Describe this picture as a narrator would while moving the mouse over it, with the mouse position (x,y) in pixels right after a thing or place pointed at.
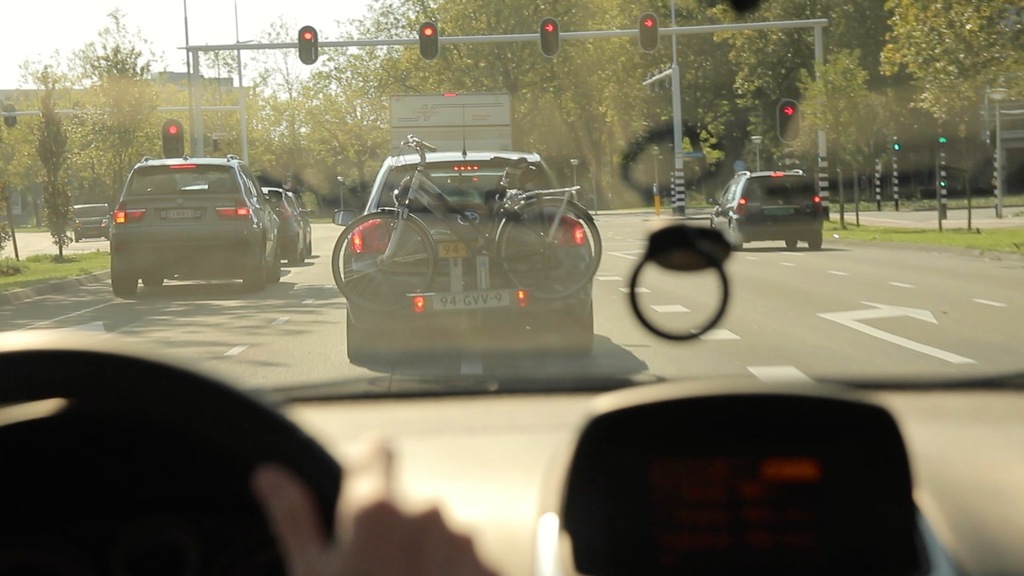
In this image I see the inside view of the vehicle (530,449) and I see the steering (40,370) over here and I see a person's fingers (304,525) on it and through the glass (304,141) I see the road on which there are number of cars (445,226) and I see the cycle (415,190) over here and I see the poles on which there are traffic signals (171,152) and I see the green grass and I see number of trees (233,130) and in the background (73,14) I see the sky (191,24).
